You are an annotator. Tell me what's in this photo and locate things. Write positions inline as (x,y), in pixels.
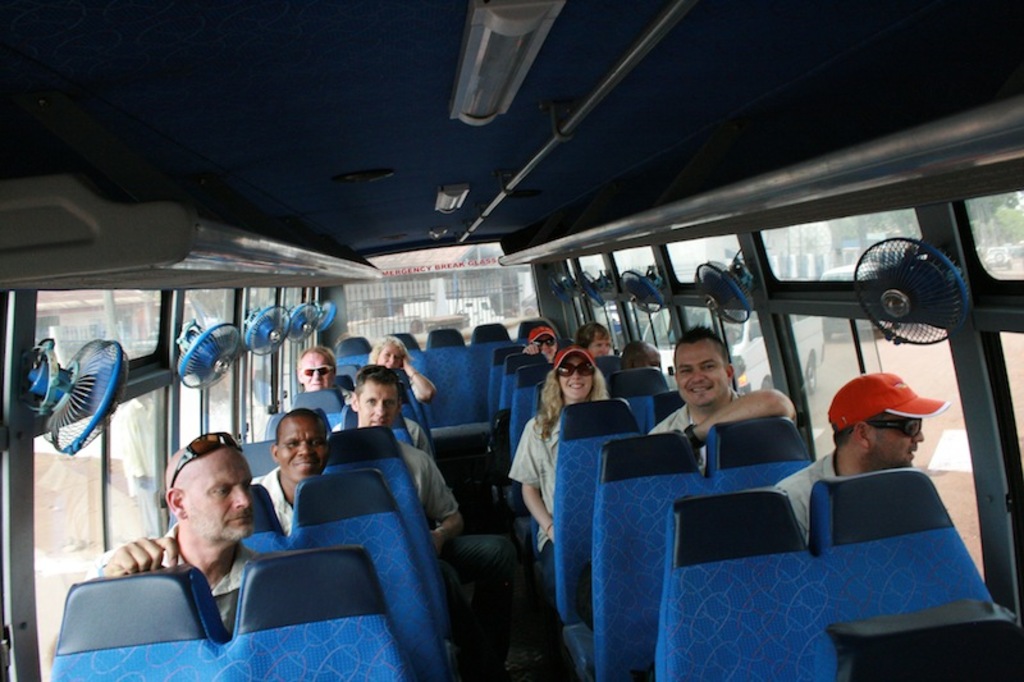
In this image we can see these people (126,569) are sitting on the seats (248,675) inside a bus (777,292), here we can see the fans (947,294) and lights (501,45) through the glass windows (871,361) through which we can see few more vehicles (768,367) and trees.
